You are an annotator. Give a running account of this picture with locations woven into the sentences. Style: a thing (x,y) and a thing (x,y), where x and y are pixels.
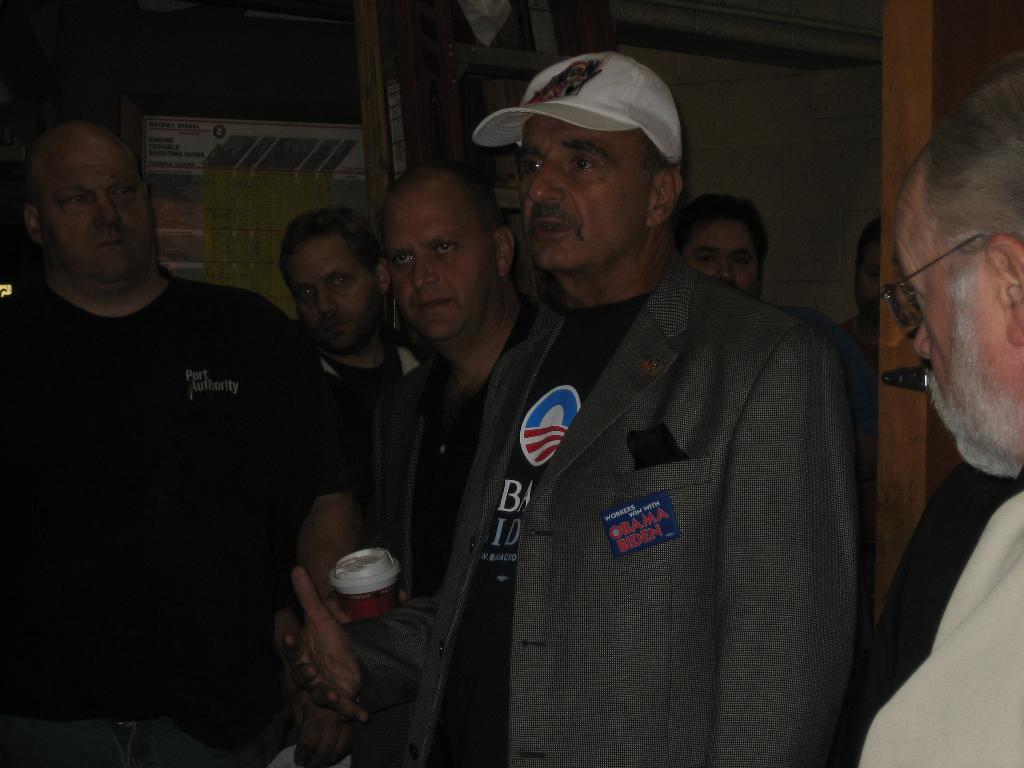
In this image there are group of people (425,374) standing, a person (128,489) holding a cup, and in the background (765,69) there is a wall (755,86).
